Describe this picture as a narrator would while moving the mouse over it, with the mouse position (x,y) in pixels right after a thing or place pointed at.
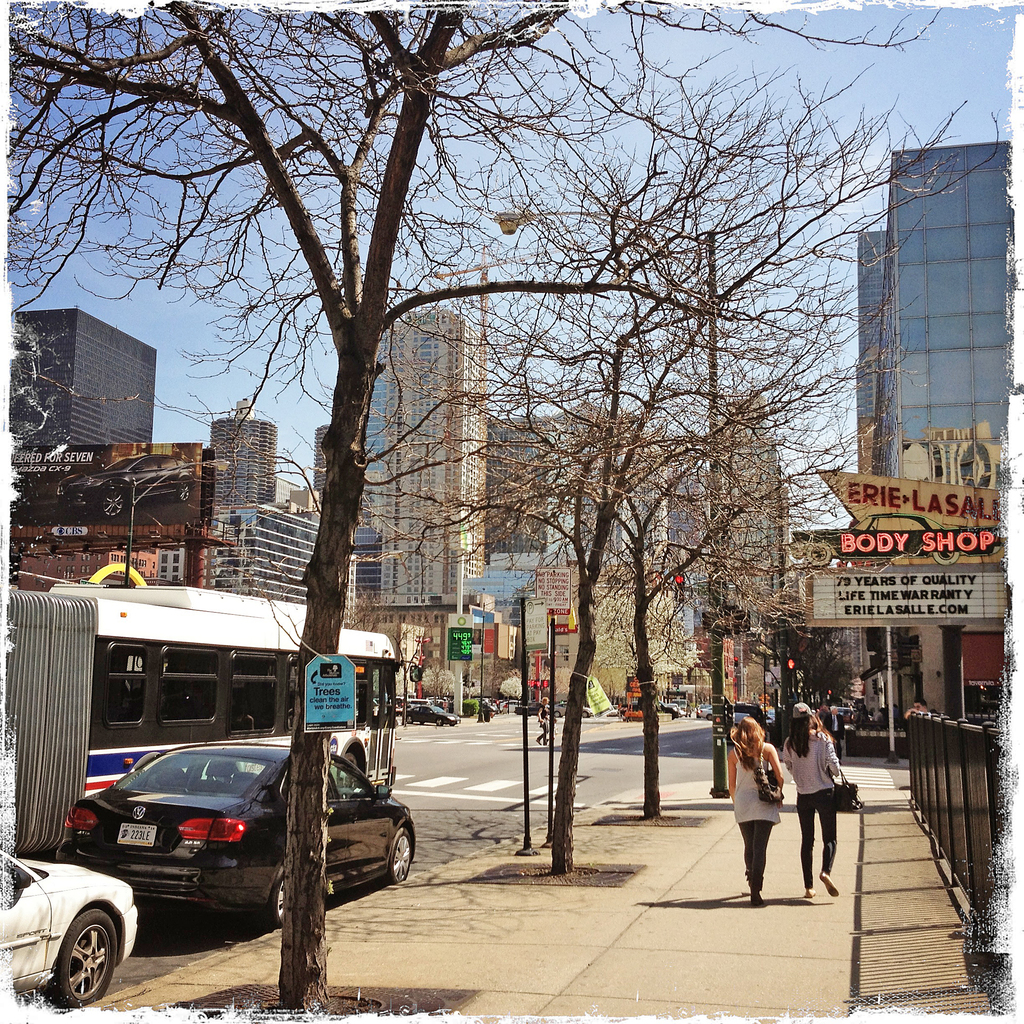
This is an edited picture. I can see vehicles (387,801) on the road (408,757), there are buildings (866,662), there are two women (810,792) walking, there are boards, poles (713,329), lights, there are trees (483,178), and in the background (310,303) there is the sky (693,132).
